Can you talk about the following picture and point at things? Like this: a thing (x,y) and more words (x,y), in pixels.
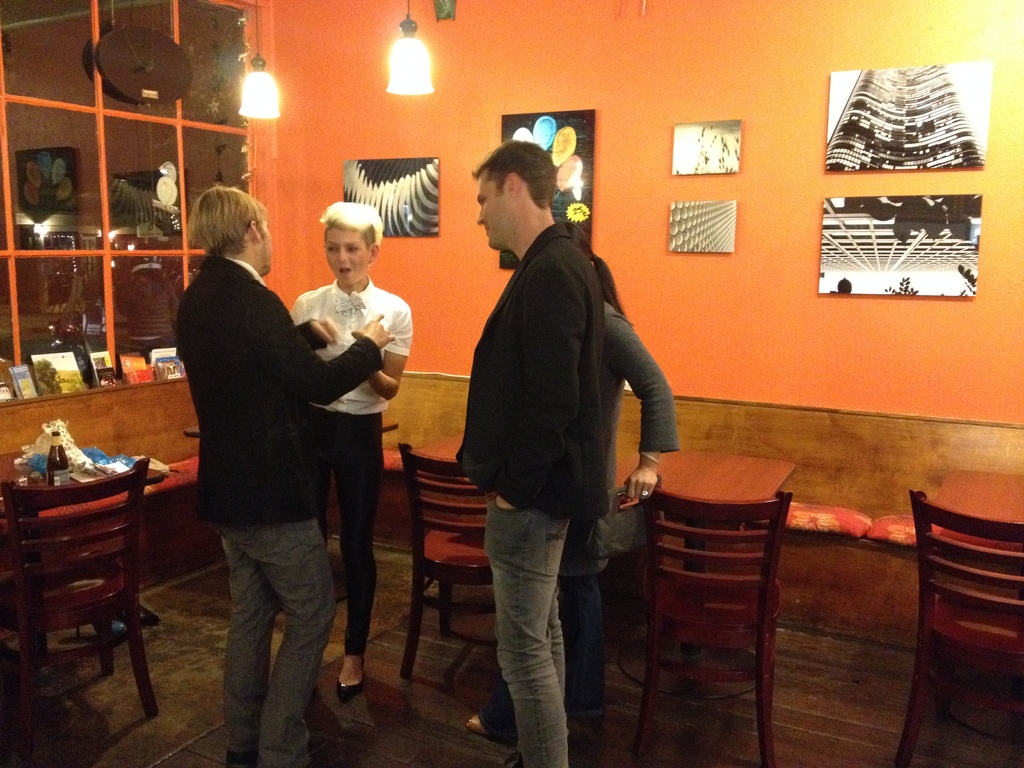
In this picture there are few persons (547,324) who are standing. There is a bottle (56,466), covers (81,455), glass (30,471) on the table (162,469). There are four chairs (982,595), two pillows (846,524). There is a light (422,77) and few frames (675,166) on the wall (405,265). Few objects (69,375) on the desk (178,388). There is a glass (133,222).
